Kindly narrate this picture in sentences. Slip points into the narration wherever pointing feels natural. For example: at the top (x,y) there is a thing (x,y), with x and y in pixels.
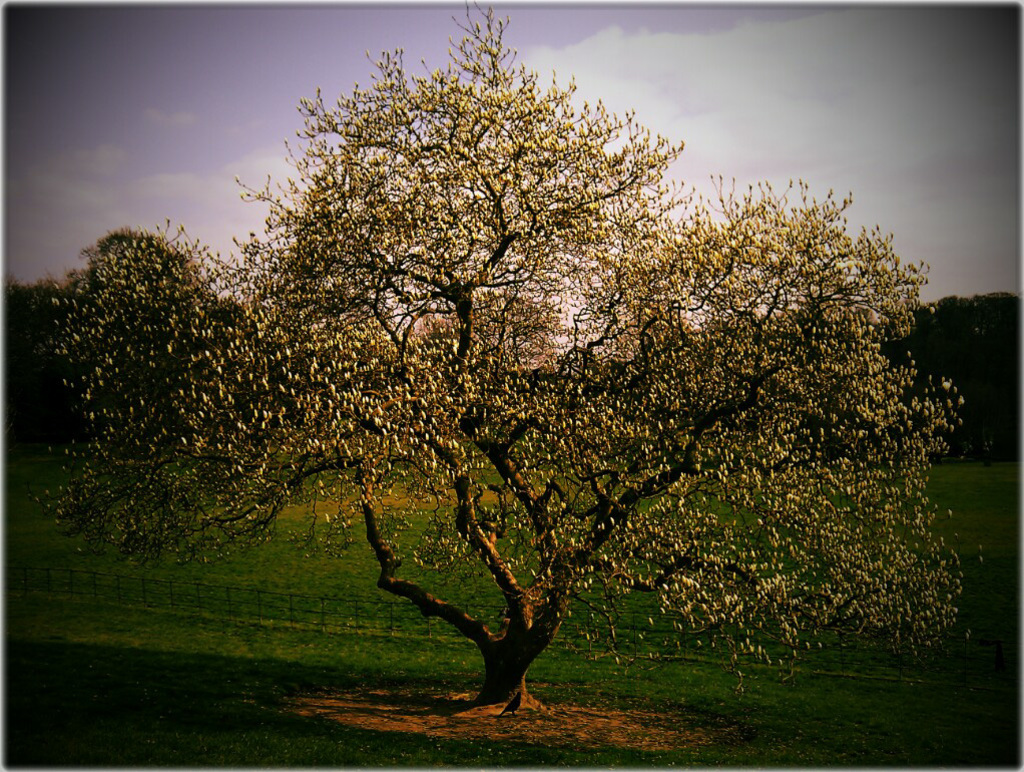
In this picture there are trees (917,390). In the foreground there is a fence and there is a bird (511,708) under the tree (483,702). At the top (205,110) there is sky (205,110) and there are clouds (609,75). At the bottom (280,679) there is grass (272,667).
